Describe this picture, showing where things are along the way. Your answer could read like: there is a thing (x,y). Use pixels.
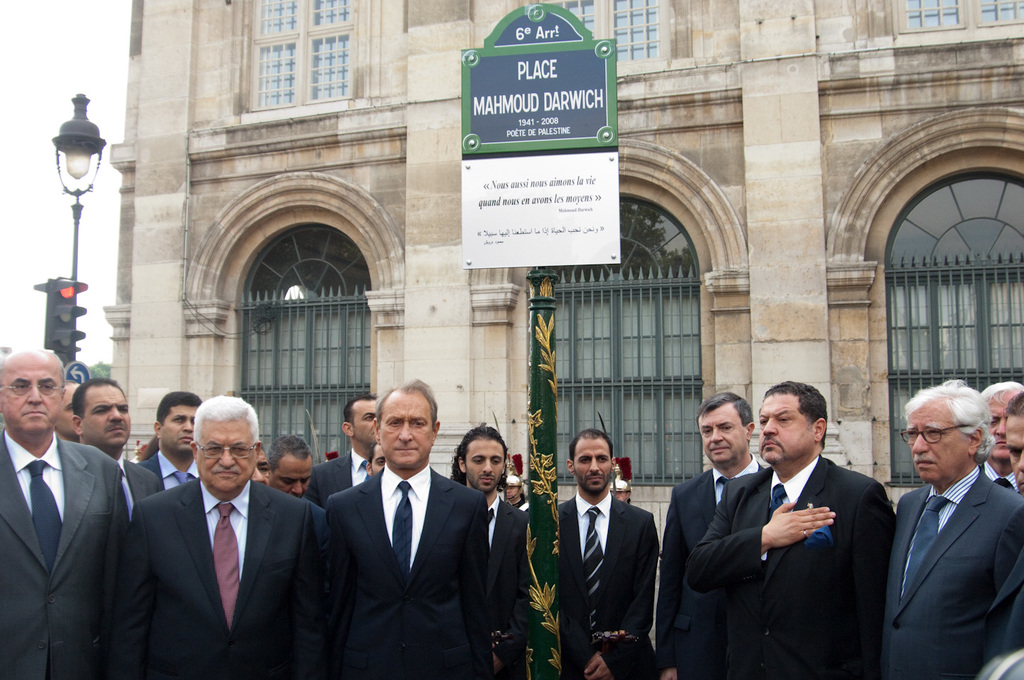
There is a historical Landmark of a poet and a group of men (372,479) are paying respect to the poet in that place, behind the man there is a traffic signal pole (60,308) and a street light (75,244).
